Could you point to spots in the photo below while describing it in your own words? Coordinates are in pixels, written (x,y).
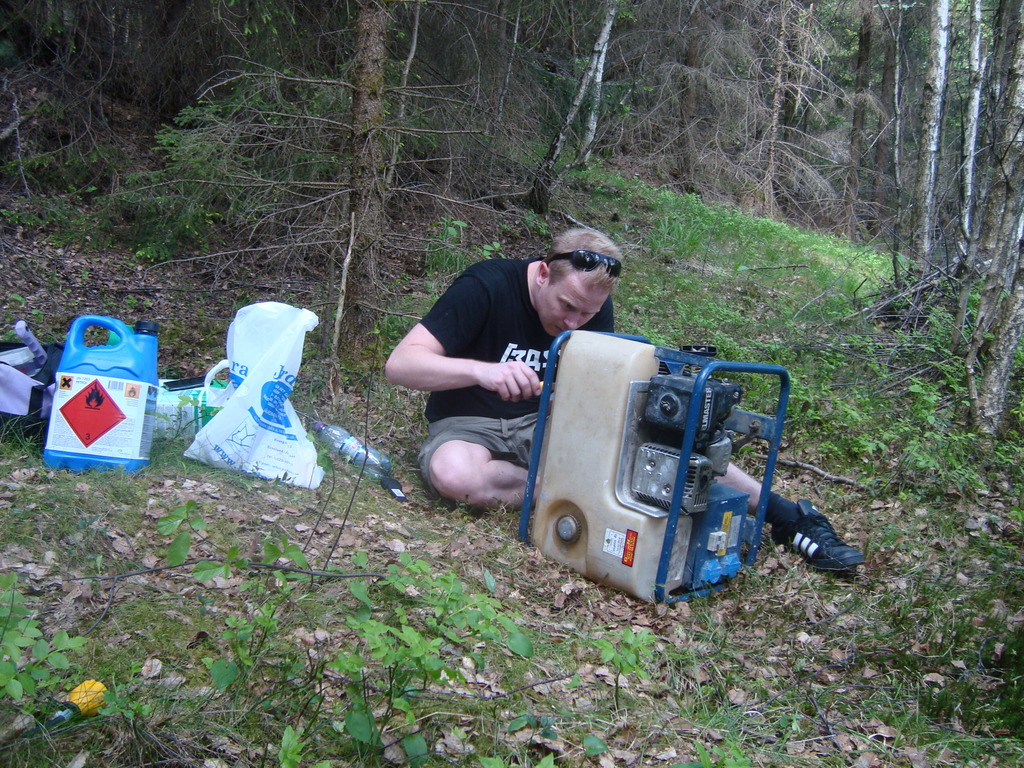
In this picture we can see a man (532,387) sitting and repairing a device (594,517). We can see a cover (298,461), bottle (355,450), bag (8,406) and a can (106,349) on the path (515,532). There are some plants (472,252) and few tree trunks (936,131) in the background (940,168).
